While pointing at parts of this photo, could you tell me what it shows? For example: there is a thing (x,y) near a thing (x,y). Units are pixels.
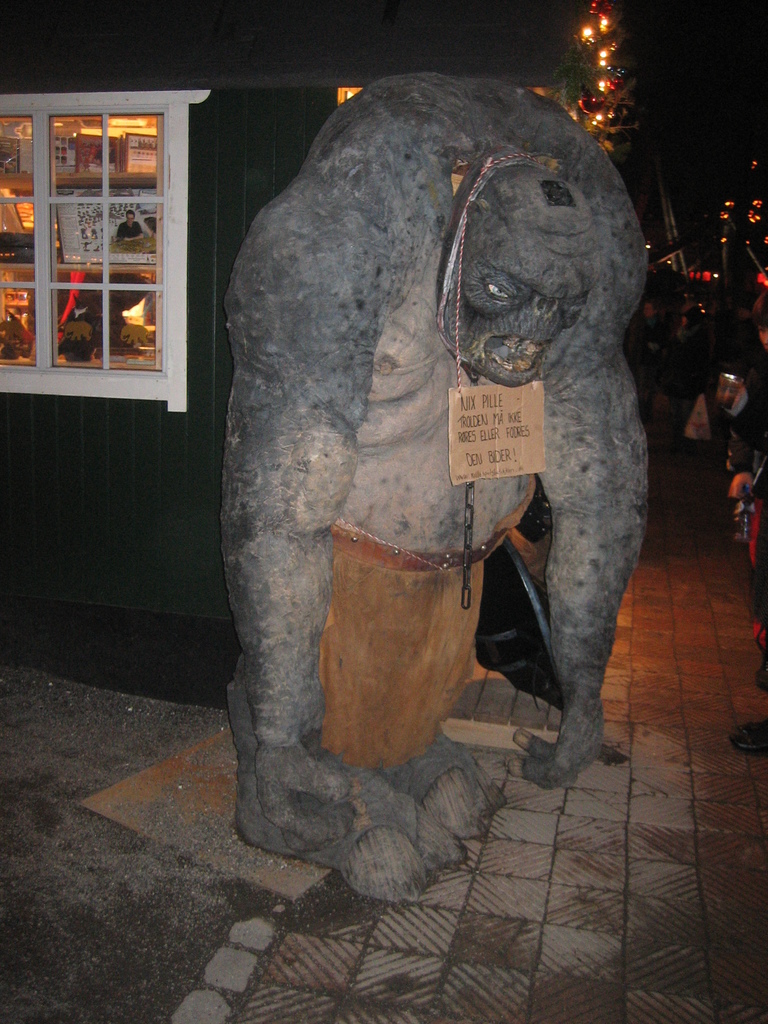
In this picture we can observe a sculpture (361,578) on the floor (568,820). There is a brown color board (495,428) hanged to the sculpture (447,436). Behind this sculpture (265,451) there is a green color house (76,586) and a window (74,253). In the right side (584,32) there are some lights (603,104).
